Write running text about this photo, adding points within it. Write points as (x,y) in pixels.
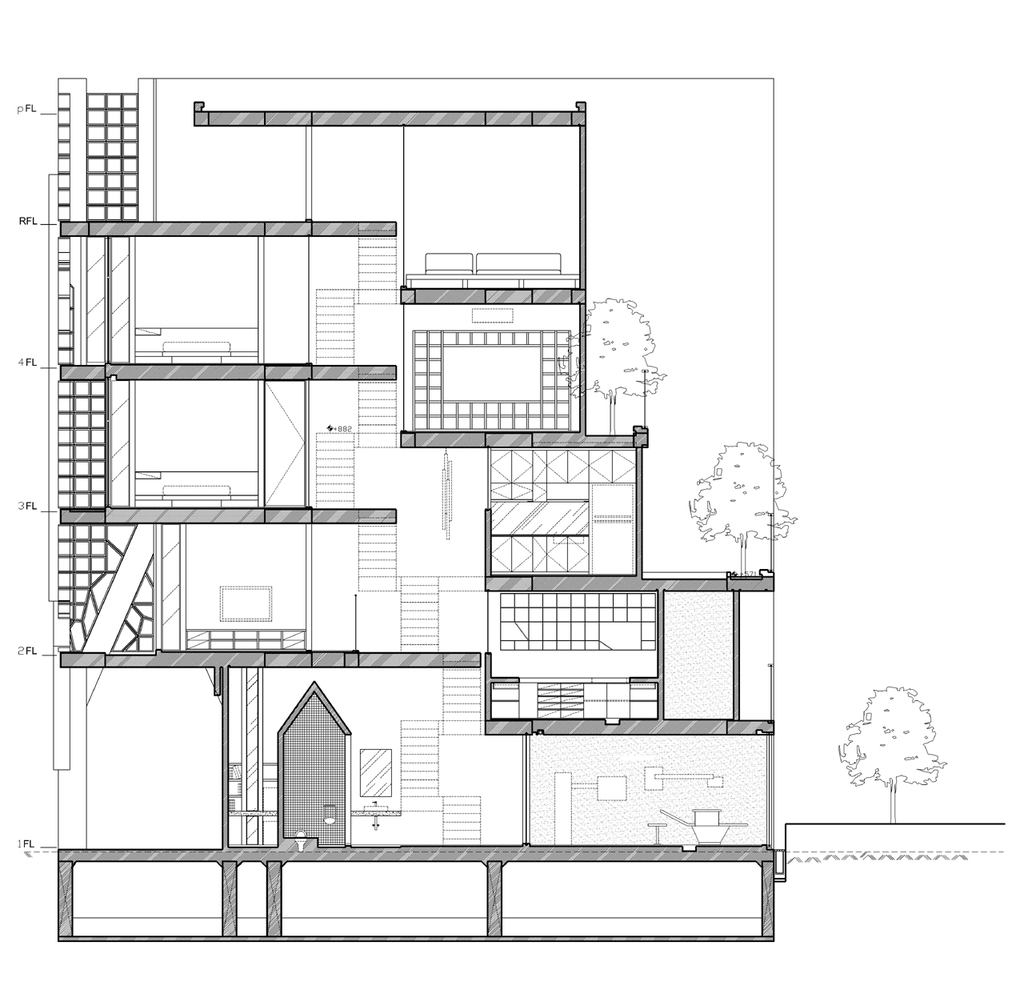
In this image there is a blueprint (376,917) of a building (411,691) and trees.
